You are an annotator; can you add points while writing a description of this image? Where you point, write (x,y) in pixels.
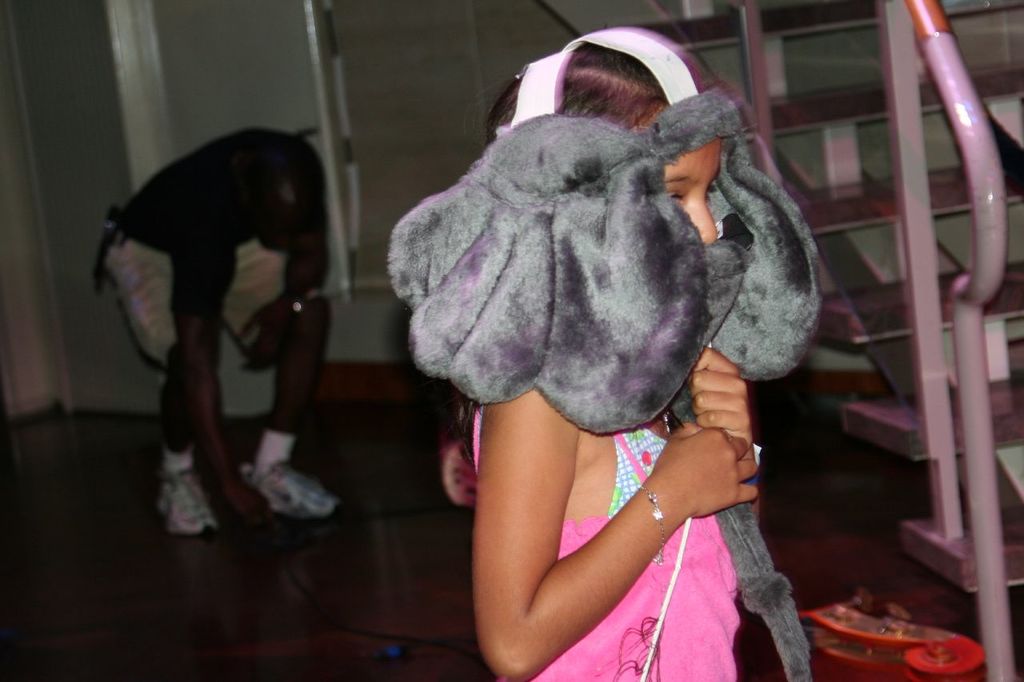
In this image in the front (633,405) there is a girl (656,471) standing and holding an object (680,268) which is on her head (638,278). In the background (309,209) there is a man (241,242) and there is a wall (220,111) and there are steps (845,230).
